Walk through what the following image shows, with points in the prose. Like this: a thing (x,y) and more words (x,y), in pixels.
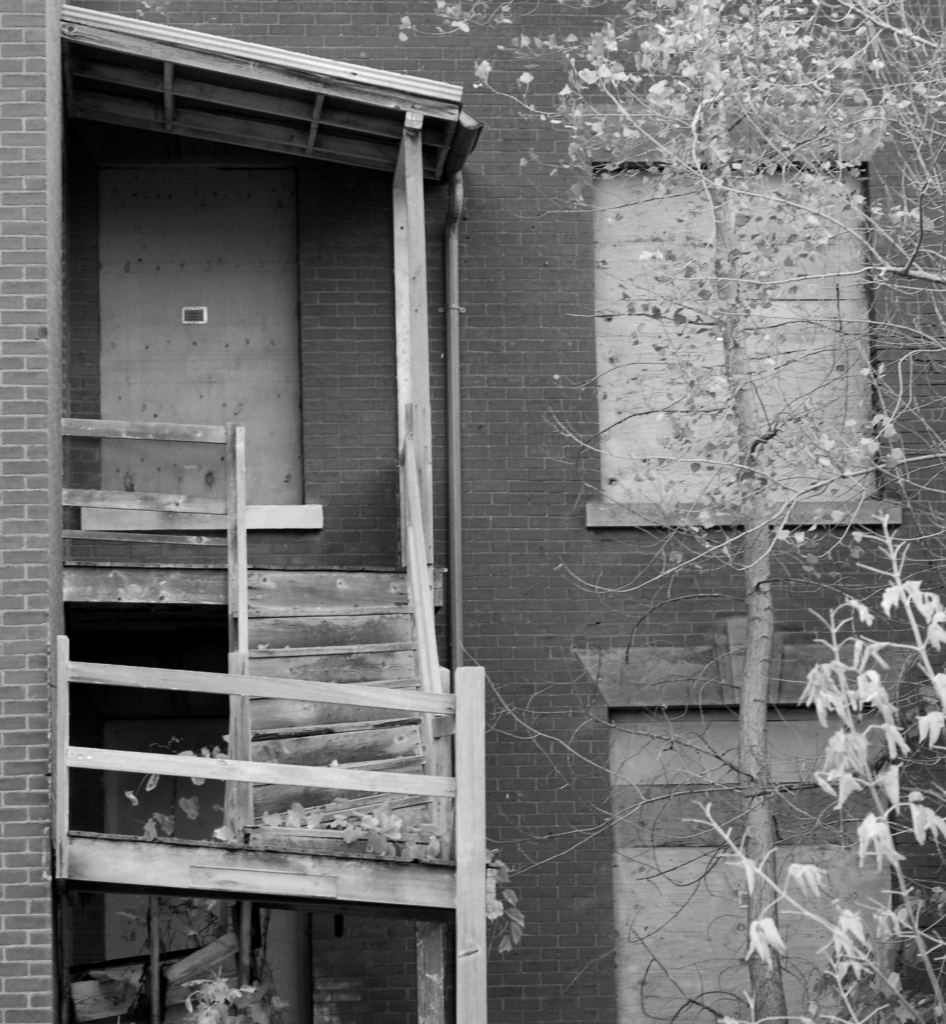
In this picture I can see on the left side (178,684) it looks like a wooden staircase (303,748), on the right side (715,502) there are trees (893,69). In the middle (515,364) there is a house (581,672).
